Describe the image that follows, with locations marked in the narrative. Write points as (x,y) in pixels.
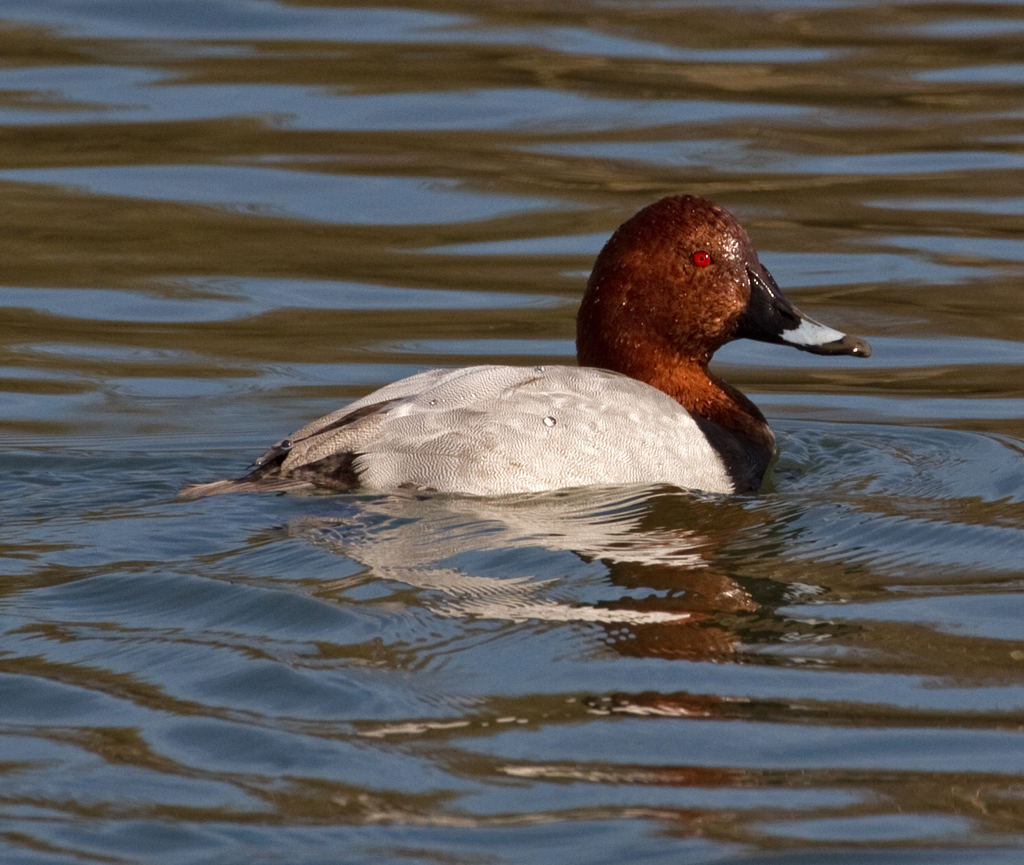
In the image there is a duck (575,396) swimming in the water (550,651).
